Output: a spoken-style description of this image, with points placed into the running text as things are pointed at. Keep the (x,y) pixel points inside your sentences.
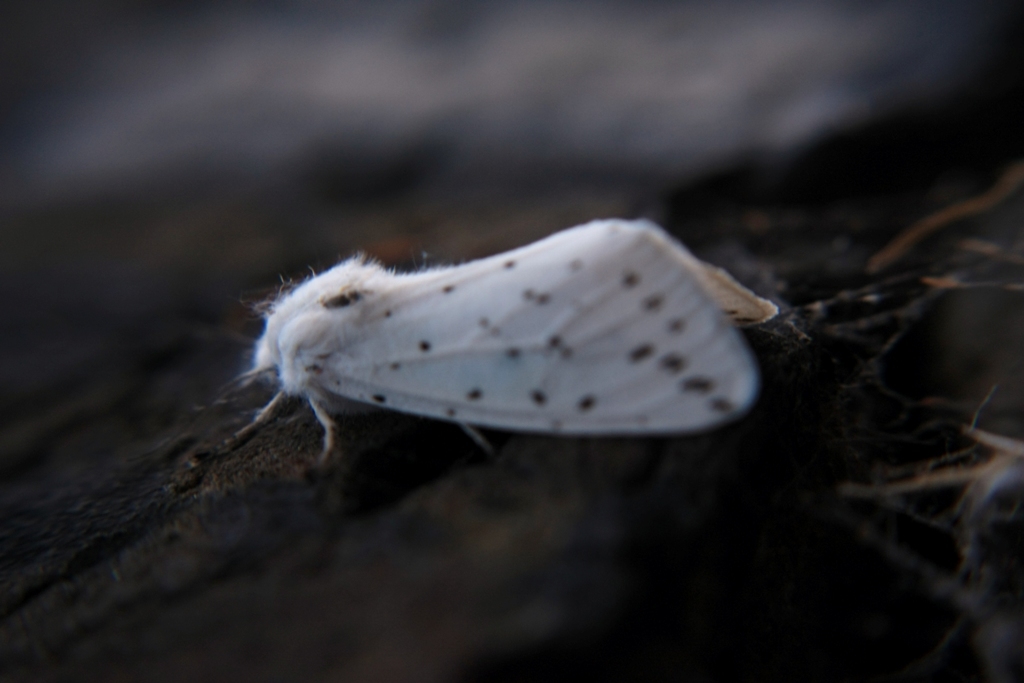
As we can see in the image there is a white color insect (522,325) and the image is little dark.
